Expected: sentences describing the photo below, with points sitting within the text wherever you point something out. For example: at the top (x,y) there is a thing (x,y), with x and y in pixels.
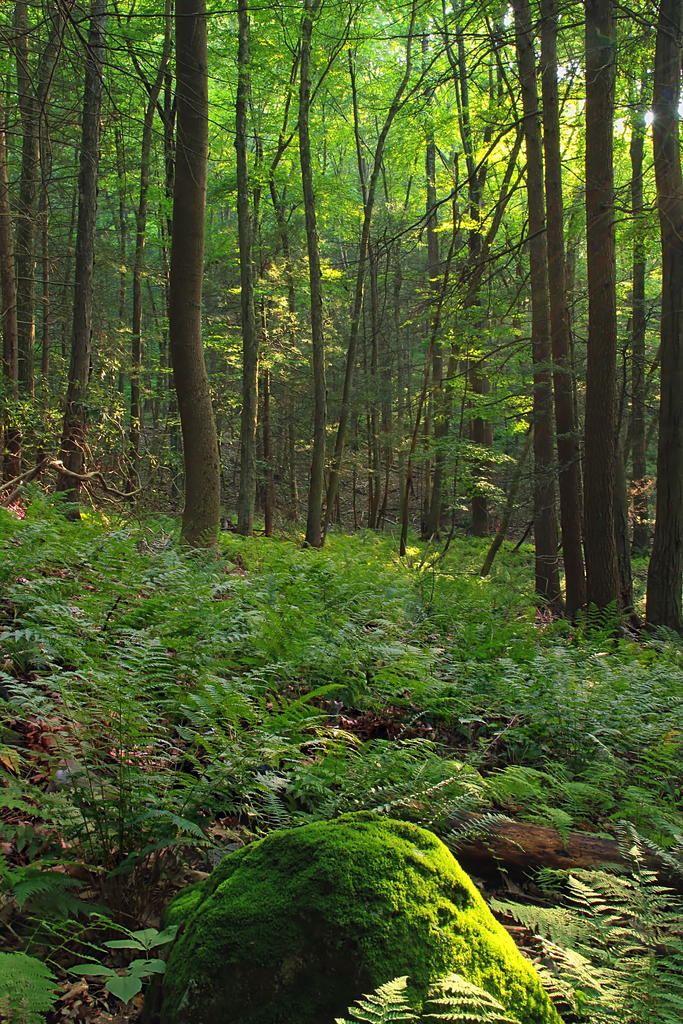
The picture might be taken in the forest (79,626). In the foreground (143,902) we can see plants (242,702) and dry leaves (127,872). In the background (225,288) there are trees (361,356).
